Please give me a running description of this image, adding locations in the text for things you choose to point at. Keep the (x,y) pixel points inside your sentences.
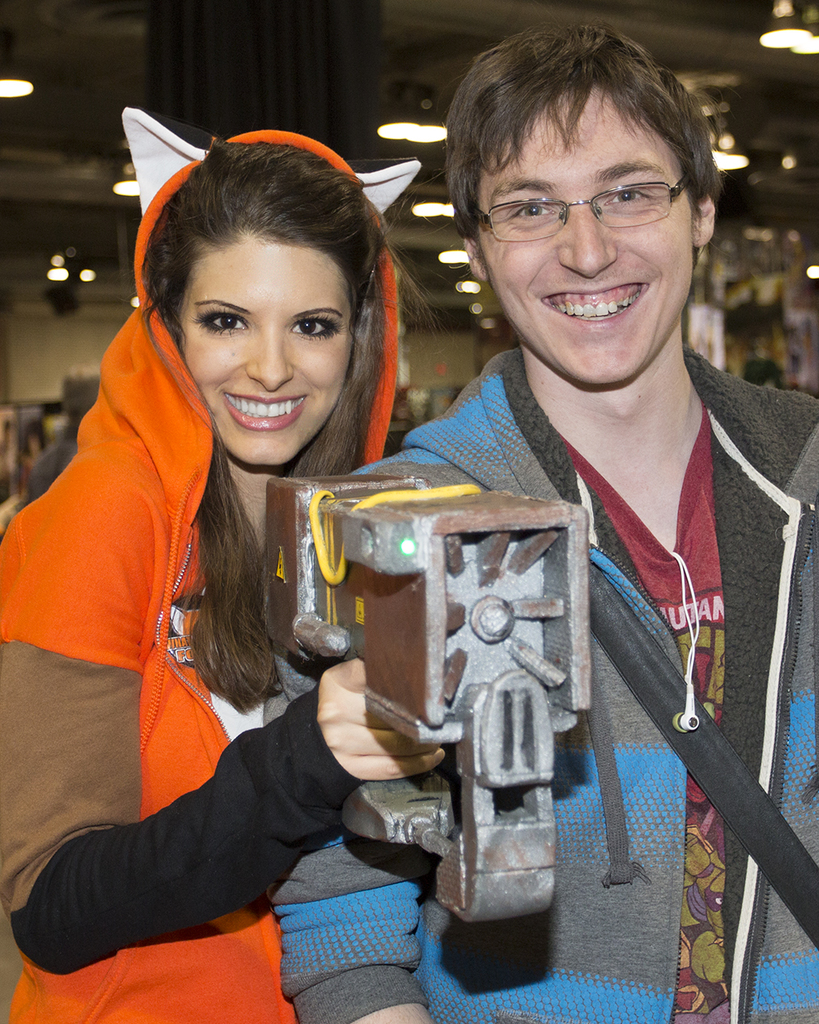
In this image, we can see persons (580,447) wearing clothes (336,836). There is a person (166,837) on the left side of the image (127,632) holding an object (462,710) with her hand (360,770). In the background (10,331), image is blurred.
